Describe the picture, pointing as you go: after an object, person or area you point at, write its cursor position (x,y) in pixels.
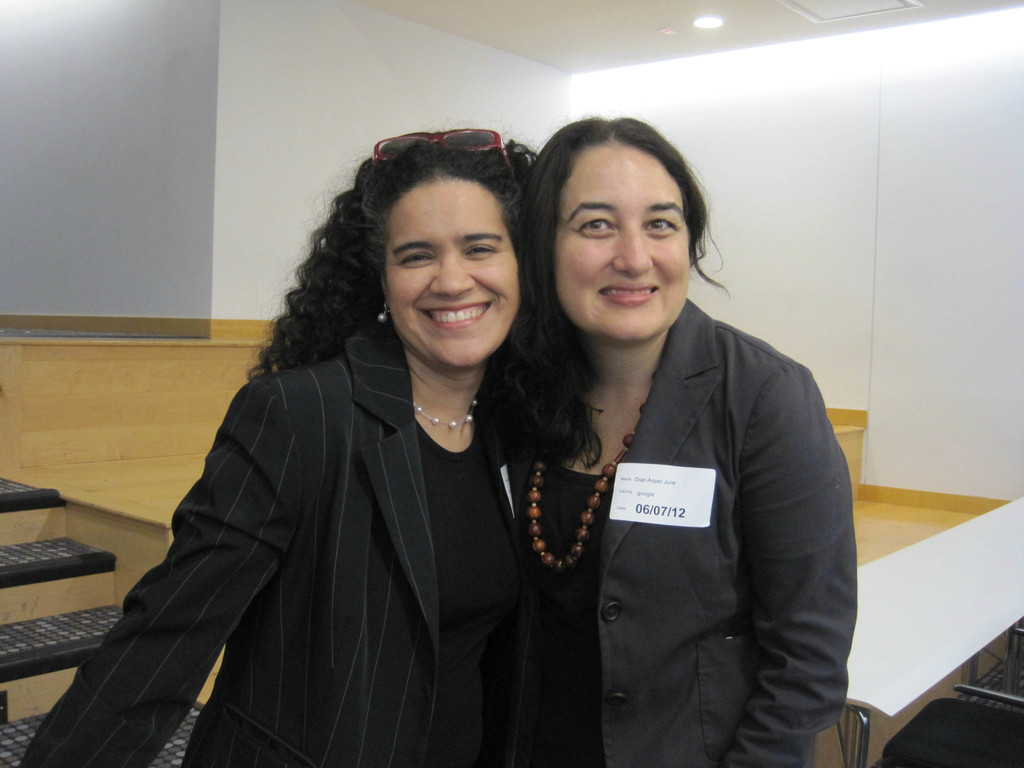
In this image, we can see two women (384,569) standing and they are smiling, in the background (241,114), we can see the white walls (271,213).
